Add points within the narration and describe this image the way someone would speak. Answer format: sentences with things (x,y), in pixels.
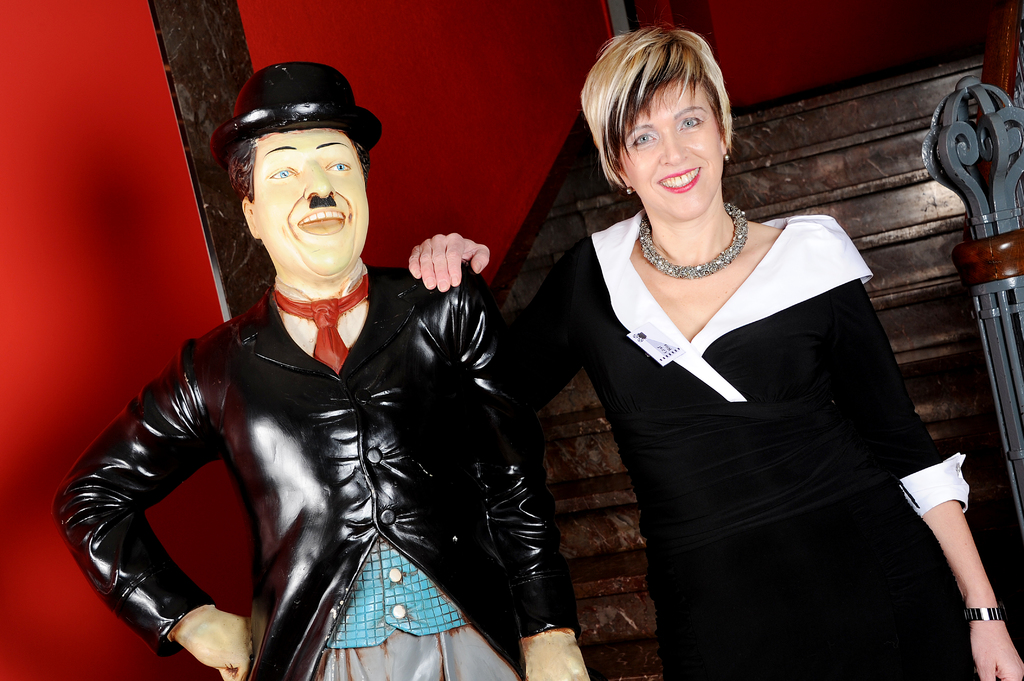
On the right (725,117) there is a woman (874,403) in black dress (687,583). On the left (293,109) it is mannequin (306,333). At the top left (147,54) it is wall (97,112) painted red. In the center (585,394) there is staircase (891,95). On the right (995,87) it is hand railing (993,183).
